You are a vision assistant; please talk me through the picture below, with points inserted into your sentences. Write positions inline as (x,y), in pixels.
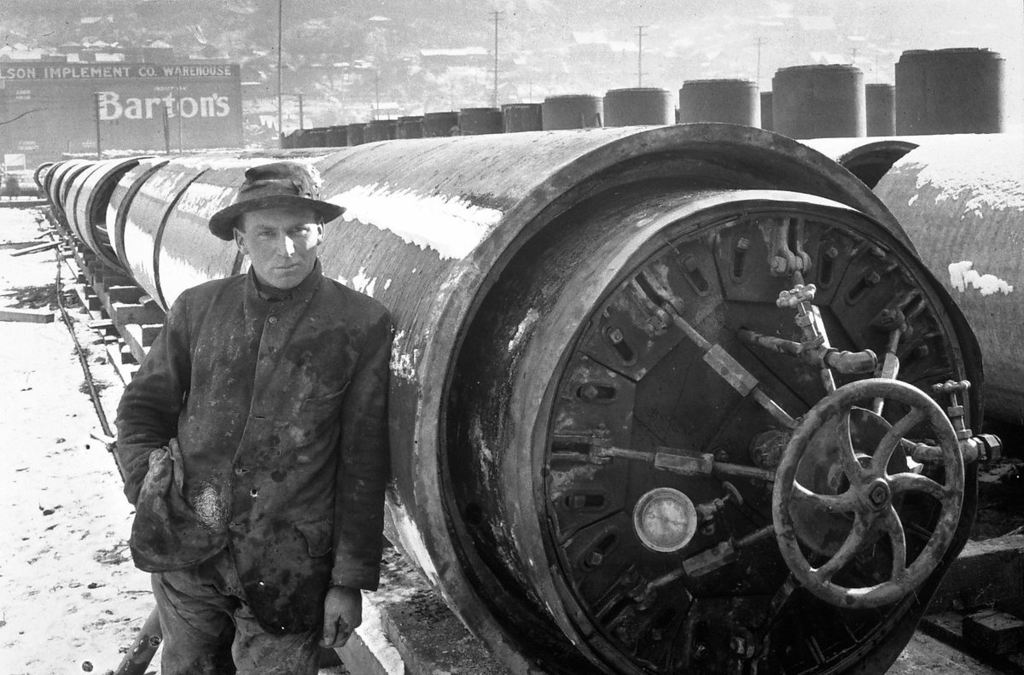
In this image we can see a man (320,326) wearing the hat (287,186) and standing. We can also see the goods containers (80,178) and also the land (58,414). In the background (172,129) we can see the hoarding (107,88), electrical poles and also the houses (372,63) and it is a black and white image.
